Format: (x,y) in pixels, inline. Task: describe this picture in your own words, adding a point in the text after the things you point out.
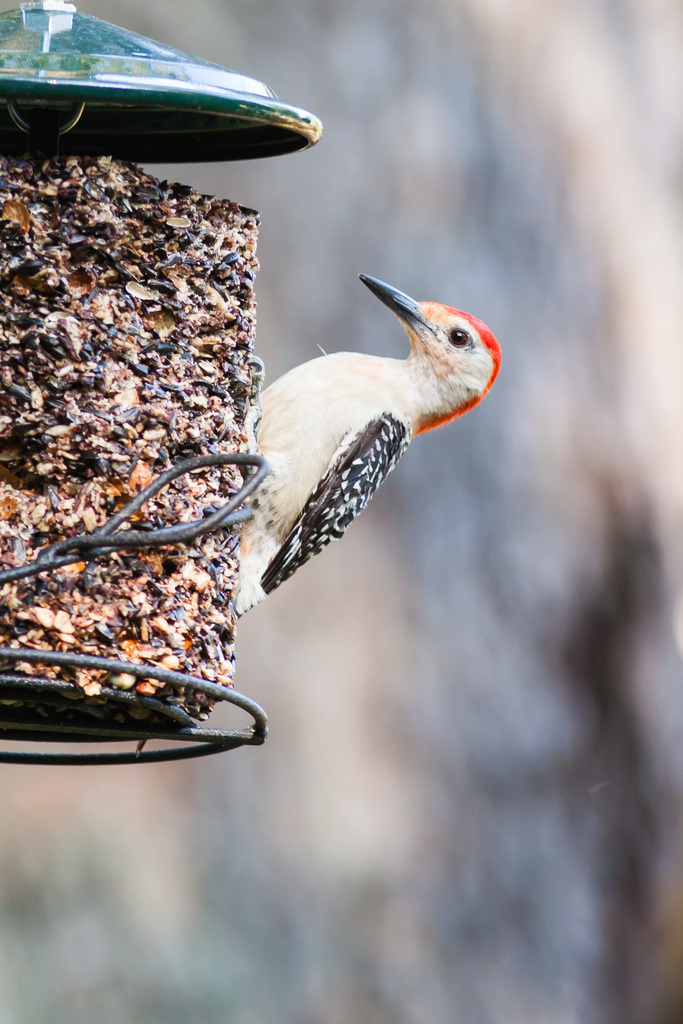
In this image we can see a bird (351,438) on an object (119,322) looks like a stand (121,559) and a blurry background (502,466).
